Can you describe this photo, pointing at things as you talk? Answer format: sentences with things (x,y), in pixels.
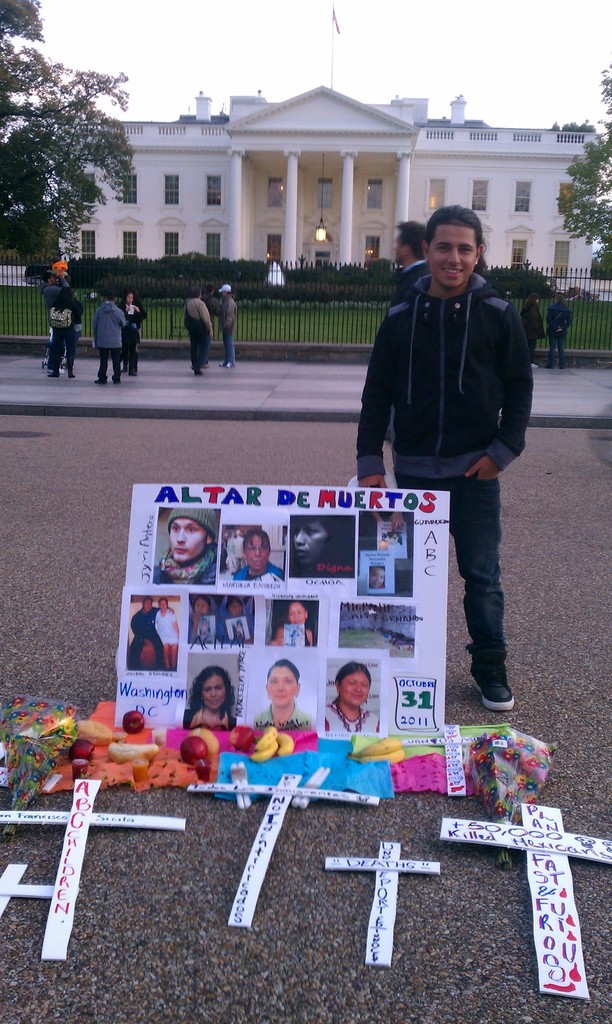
In this picture there is a man (487,430) who is wearing jacket (489,416), jeans (459,532) and sneakers (493,671). He is standing near to the board (386,509). On the board (178,708) we can see persons photos (375,539), beside that we can see the cross mark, flowers (36,715), clothes (292,753) and bouquet (504,813). In the background (199,126) there is a building (352,202). On the left (201,358) we can see the group of persons (67,274) standing on the road (232,393). Behind them there is a fencing (237,313). In front of the building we can see the plants (324,274) and grass (326,319). On the right (586,214) there is a tree (586,226). At the top of the building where there is a flag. At the top (323,65) we can see sky (261,11) and clouds (270,44).
